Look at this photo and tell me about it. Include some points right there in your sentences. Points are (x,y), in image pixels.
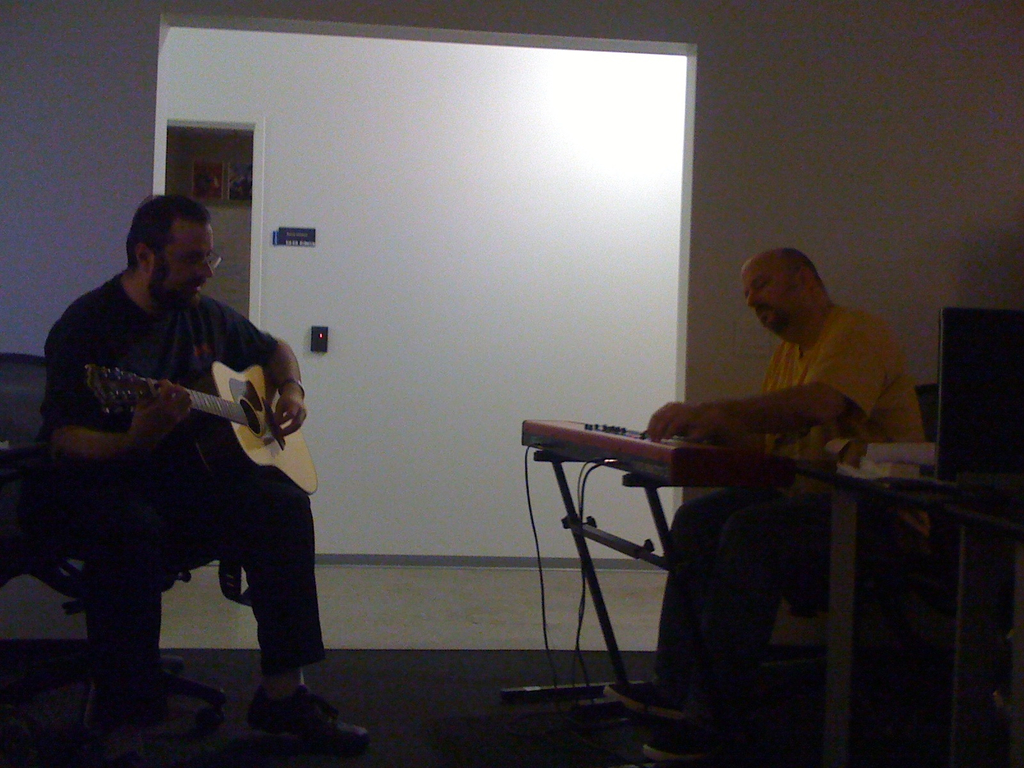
In this image there are two persons (274,371) are sitting on the chair (216,543) and one person (196,431) is playing the guitar (240,427) and another person (717,555) is playing the keyboard (656,457).
